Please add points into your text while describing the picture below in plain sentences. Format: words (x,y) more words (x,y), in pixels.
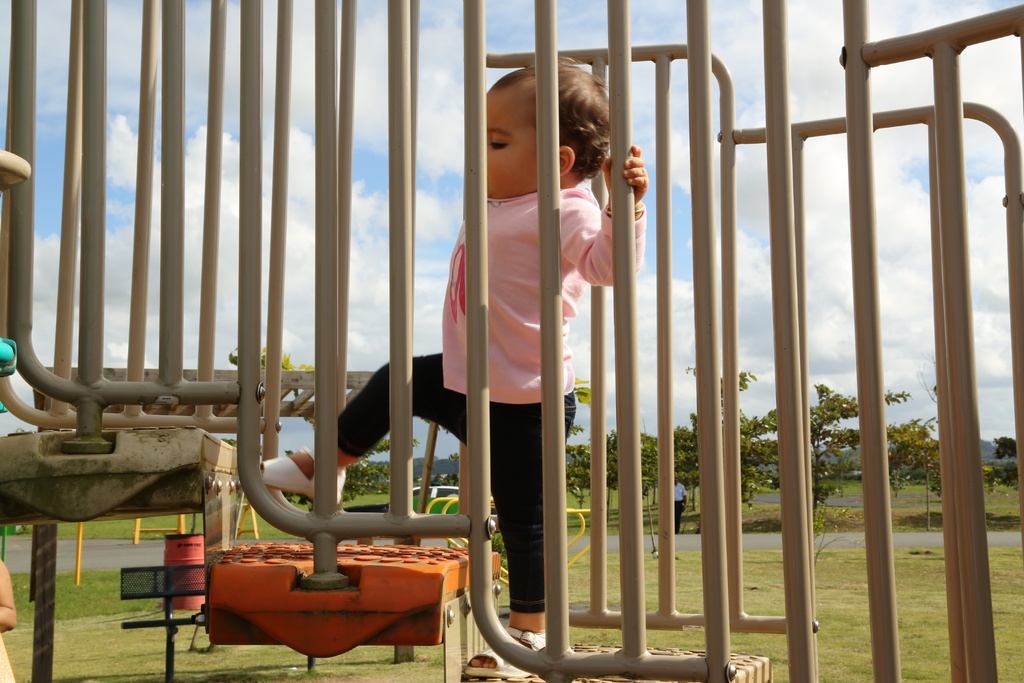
This image is taken outdoors. At the top of the image (442,126) there is a sky (924,258) with clouds (889,270). At the bottom of the image (918,636) there is a ground (846,632) with grass (283,658) on it. In the middle of the image (391,393) there is a staircase (301,557) with grills (252,369) and iron bars (795,656) and there is a kid (447,327). A man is standing on the road (617,544) and there are a few trees (929,490) in the background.
